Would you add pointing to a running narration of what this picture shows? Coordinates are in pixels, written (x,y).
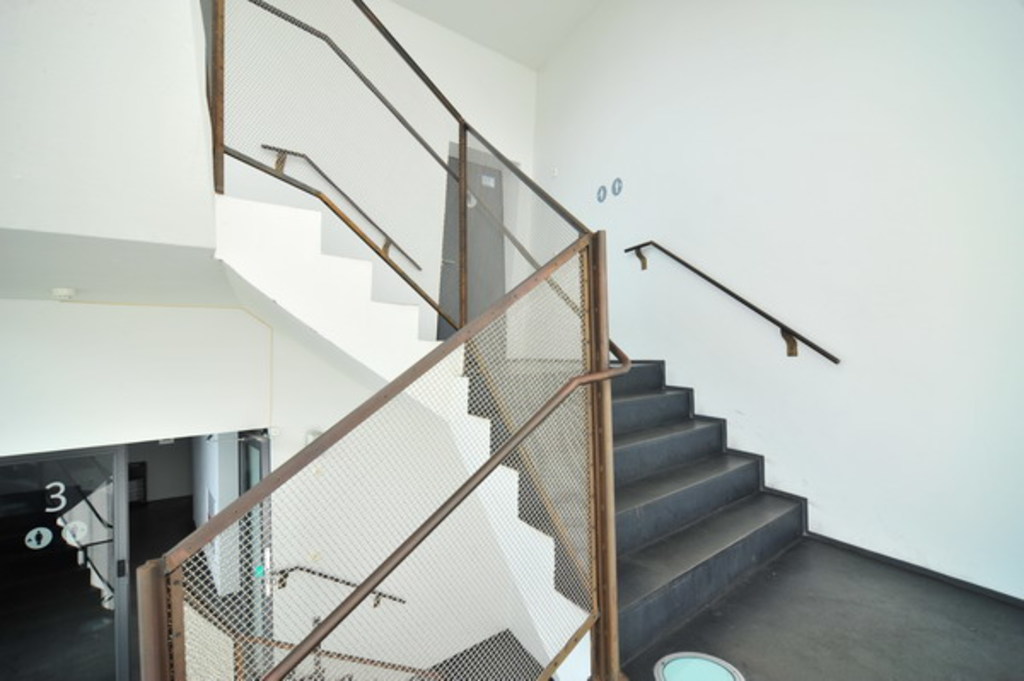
In this image, we can see some stairs (698,490) and railing (513,554), we can see a white color wall (585,222).
